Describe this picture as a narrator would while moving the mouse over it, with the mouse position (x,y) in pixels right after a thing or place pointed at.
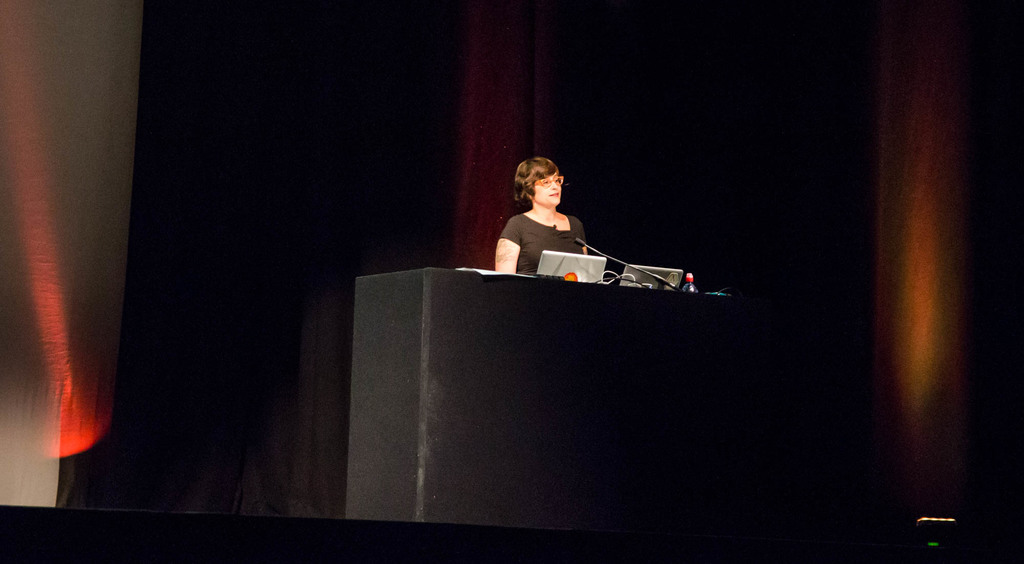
In the picture there is a woman (574,248) standing near the podium (465,415), on the podium (473,391) there are laptops (668,274) present, there is a microphone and a bottle (693,290) present, behind the woman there is a curtain (460,238), there is a bright light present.
